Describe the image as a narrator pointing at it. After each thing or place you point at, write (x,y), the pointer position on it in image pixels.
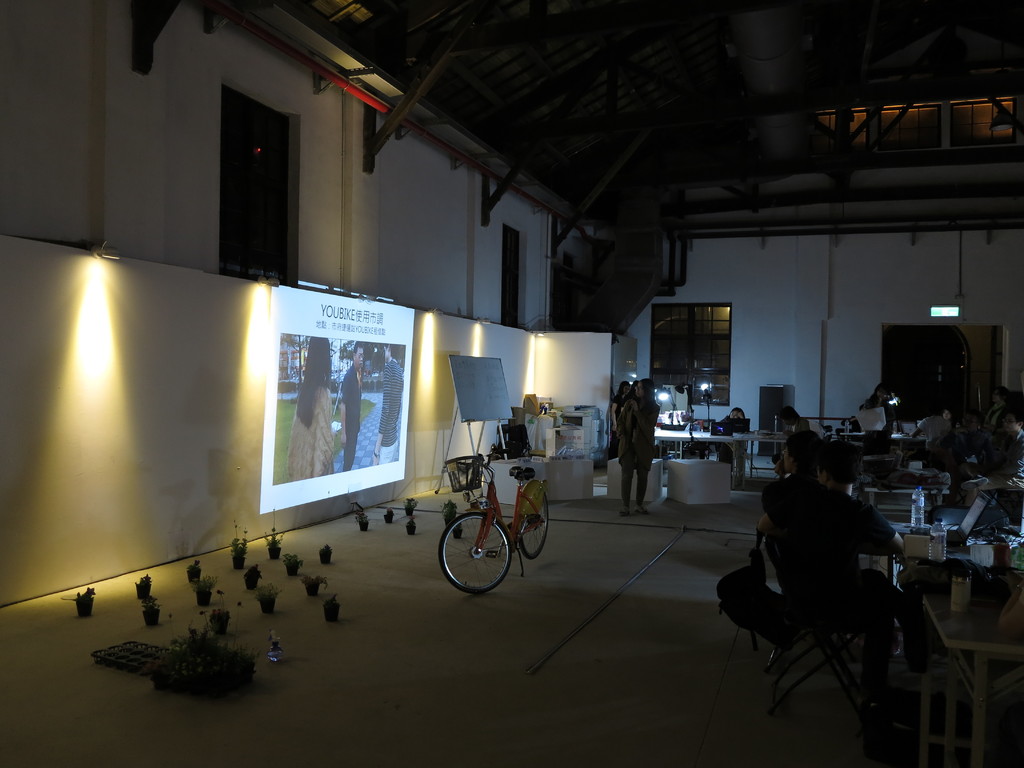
In the image I can see people (816,541) among them some are standing and some are sitting on chairs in front of tables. On tables (941,597) I can see a bottle (915,519) and some other objects (927,533). On the left side of the image (317,494) I can see a bicycle (502,541), a projector screen (395,377), lights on the wall (434,464), white color board (471,436), windows (231,249) and some other objects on the ground (532,583).
